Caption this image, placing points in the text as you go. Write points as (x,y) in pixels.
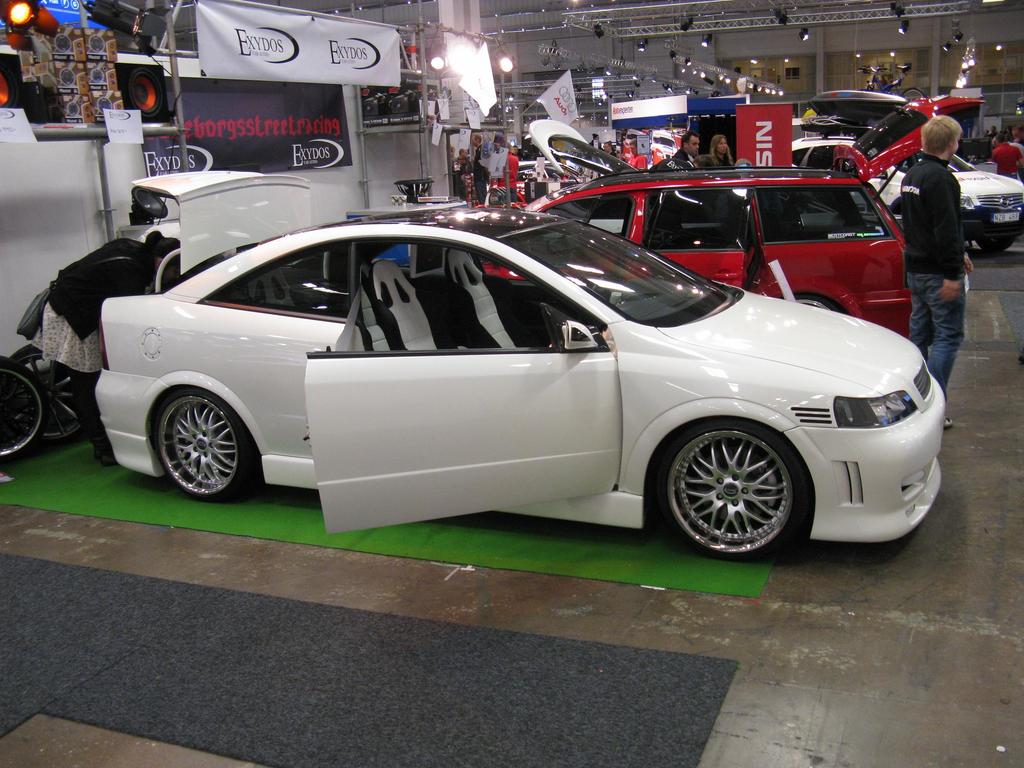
In this image I can see vehicle (167,348) visible on the floor (1010,448) and I can see a person (921,236) standing in front of the floor (1002,398) at the top (436,49) I can see roof (635,40) and lights (142,37).
